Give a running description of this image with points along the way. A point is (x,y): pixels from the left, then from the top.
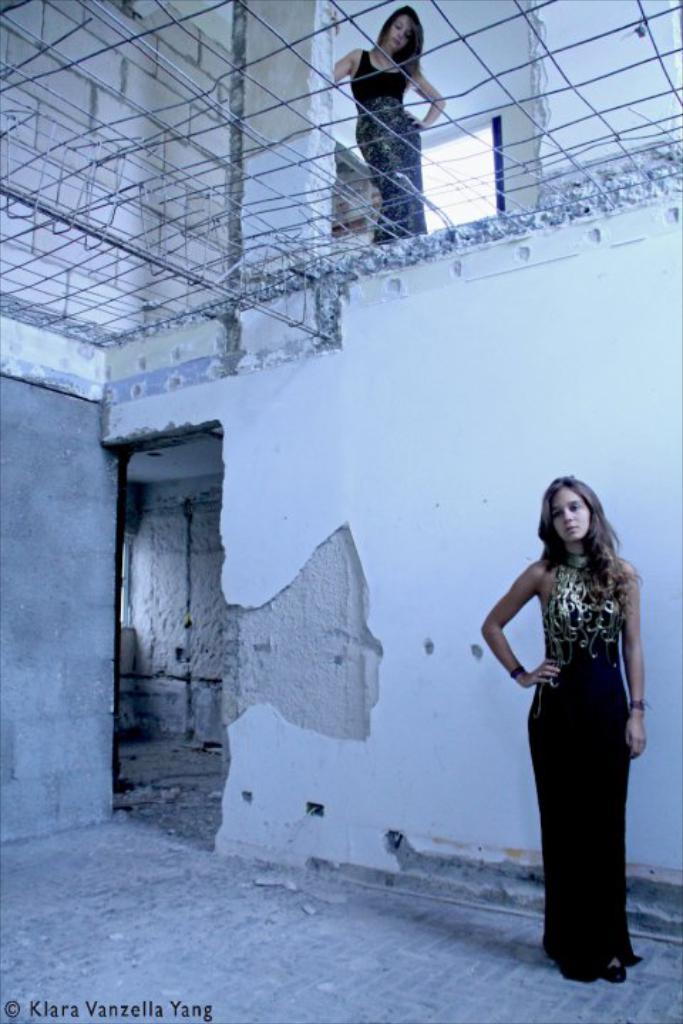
In this image there is a woman (550,708) wearing a black dress (596,674) is standing at the right side of image (531,744). Behind the woman (594,720) there a wall (166,248) having few metal rods (218,271) attached to it. Behind the metal rod (401,176) there is a woman (365,140) standing near the wall (314,121).
